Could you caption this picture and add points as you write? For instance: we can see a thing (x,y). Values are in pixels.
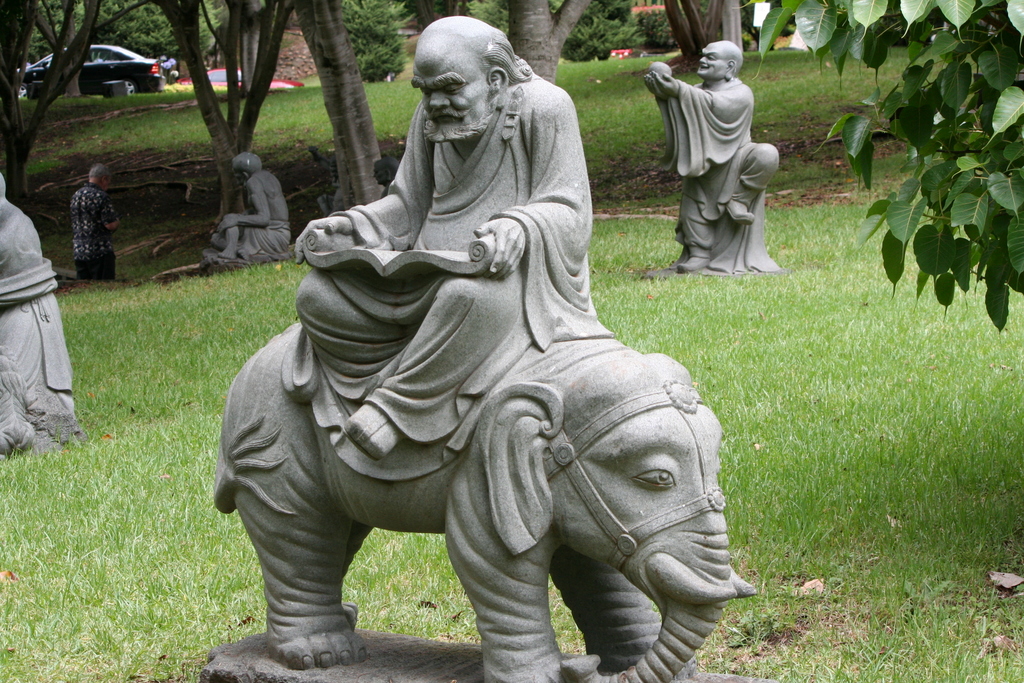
In this image I can see few statues (546,622) of few people (729,43) and an animal (319,589). In the background (14,29) I can see few vehicles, trees (114,43) and I can also see the person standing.
